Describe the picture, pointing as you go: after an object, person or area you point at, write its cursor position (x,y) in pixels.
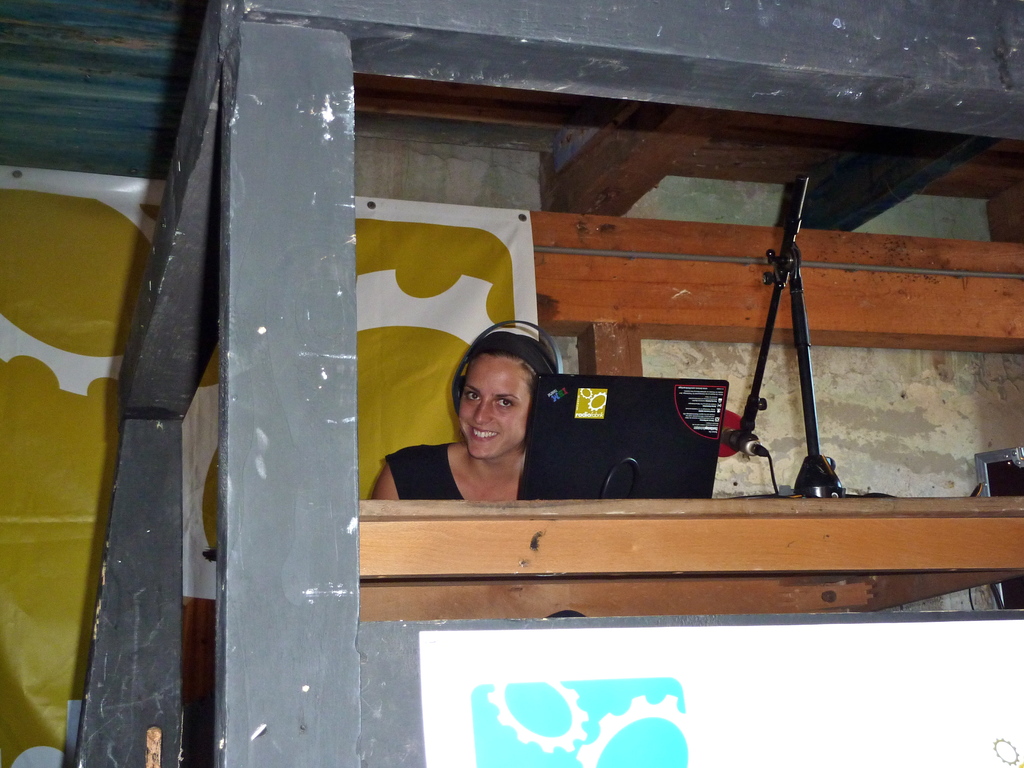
In this picture we can see a woman (499,486) wearing headsets (456,401) and smiling. There is a laptop (697,460) and a mic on the table (595,536). We can see a poster (7,360) in the background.
